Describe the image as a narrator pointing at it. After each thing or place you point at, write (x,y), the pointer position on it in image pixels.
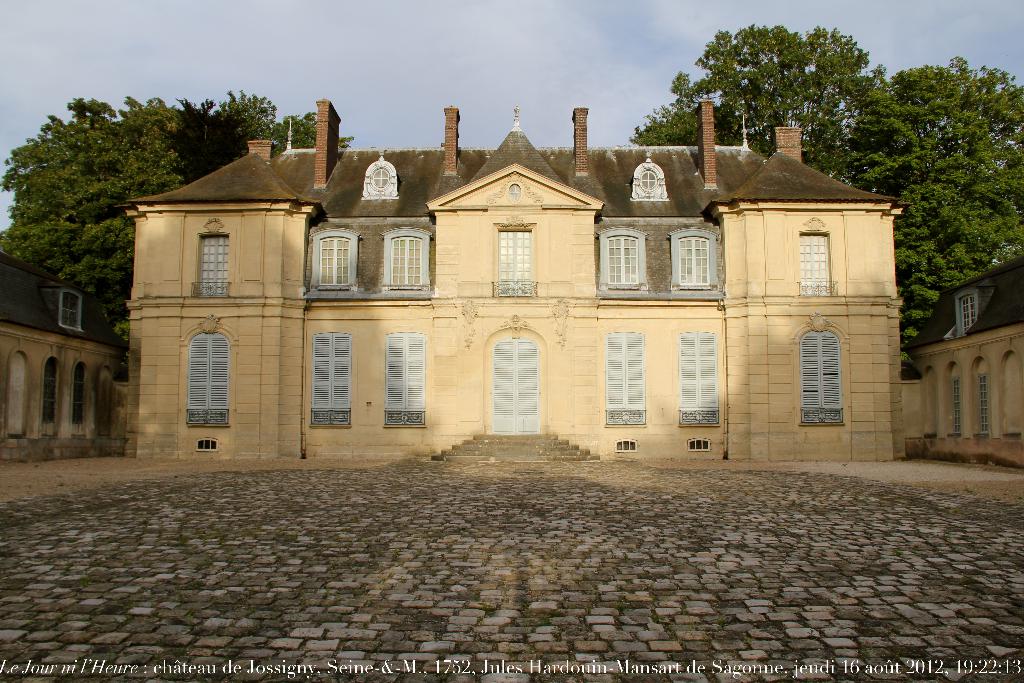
In this picture we can see tiles (477,552) on the ground (553,574) and buildings (793,334). In the background of the image (775,78) we can see trees (213,117) and sky (521,100). At the bottom of the image (1013,671) we can see text (178,662).
